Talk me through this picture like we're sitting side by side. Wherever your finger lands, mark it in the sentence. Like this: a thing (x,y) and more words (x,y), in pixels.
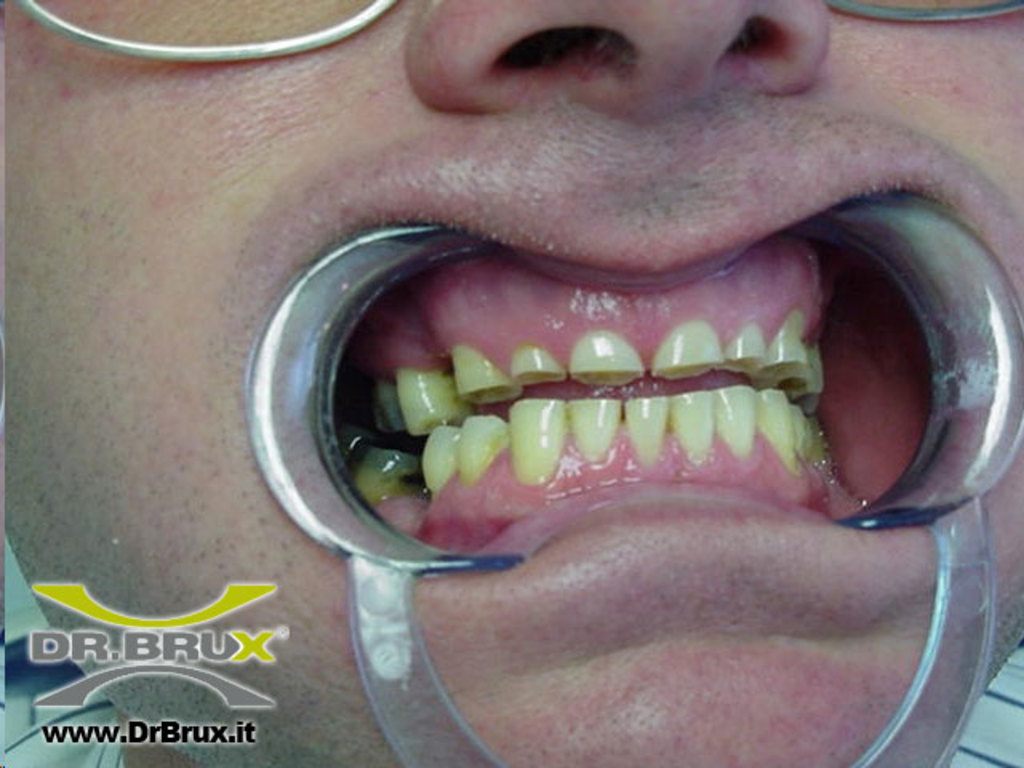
In this image we can see the teeth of a human being (426,335) which are being shown using a cheek retractor (924,474).
